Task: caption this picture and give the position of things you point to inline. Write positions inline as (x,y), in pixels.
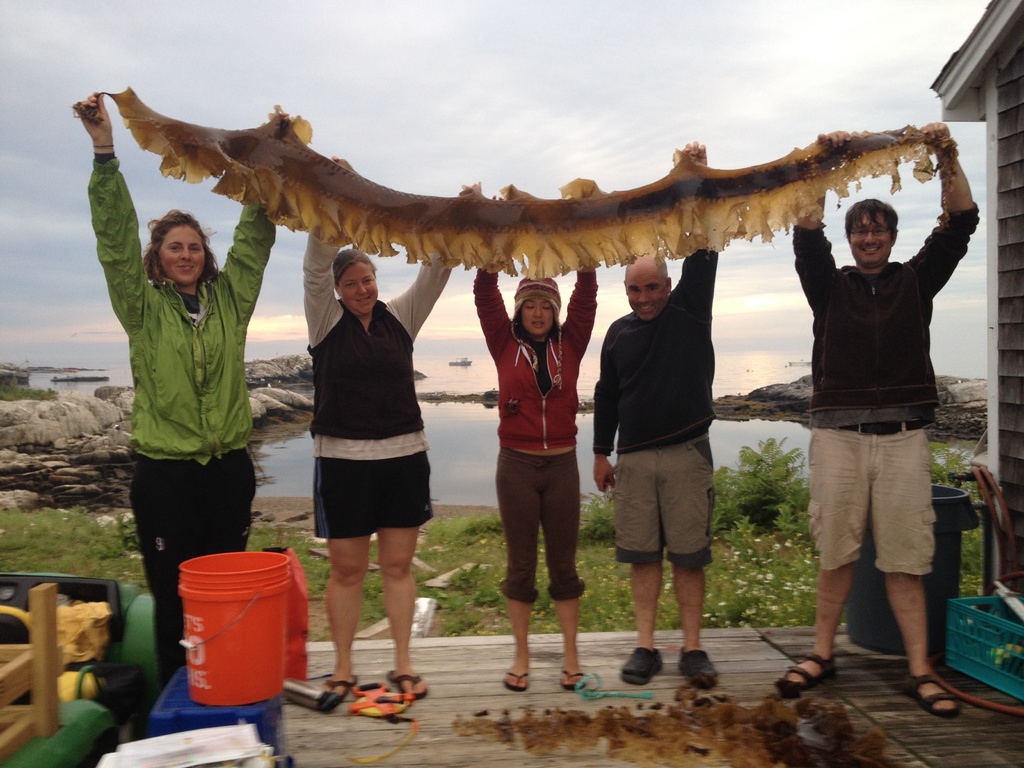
In this image in the front (171,678) there are objects (144,687) which are white, blue, red, green and brown in colour. In the center (534,449) there are persons (618,474) standing and holding object (428,236) in their hands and smiling. In the background (751,531) there is grass (591,553) on the ground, there is water (438,446), there are stones (79,396). On the right side (944,509) in the center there are baskets (946,492) and there is a wall (1022,234). On the left side (64,595) there are objects (87,624) which are black and yellow in colour. In the front (667,729) on the floor (347,715) there are objects (410,719). At the top (508,72) we can see clouds (489,75) in the sky (644,100).
